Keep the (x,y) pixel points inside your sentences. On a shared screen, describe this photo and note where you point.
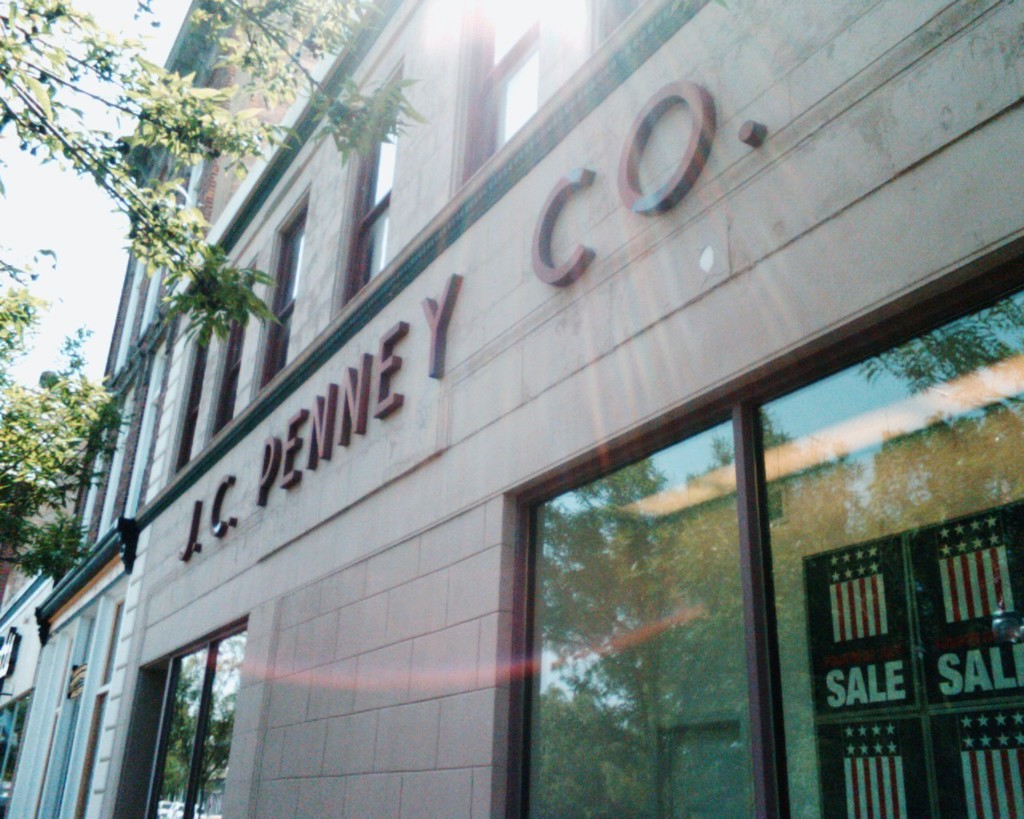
In this image I can see a building (365,488). On the building (482,547) I can see some names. In the background (83,261) I can see trees (77,420) and the sky (104,273).
